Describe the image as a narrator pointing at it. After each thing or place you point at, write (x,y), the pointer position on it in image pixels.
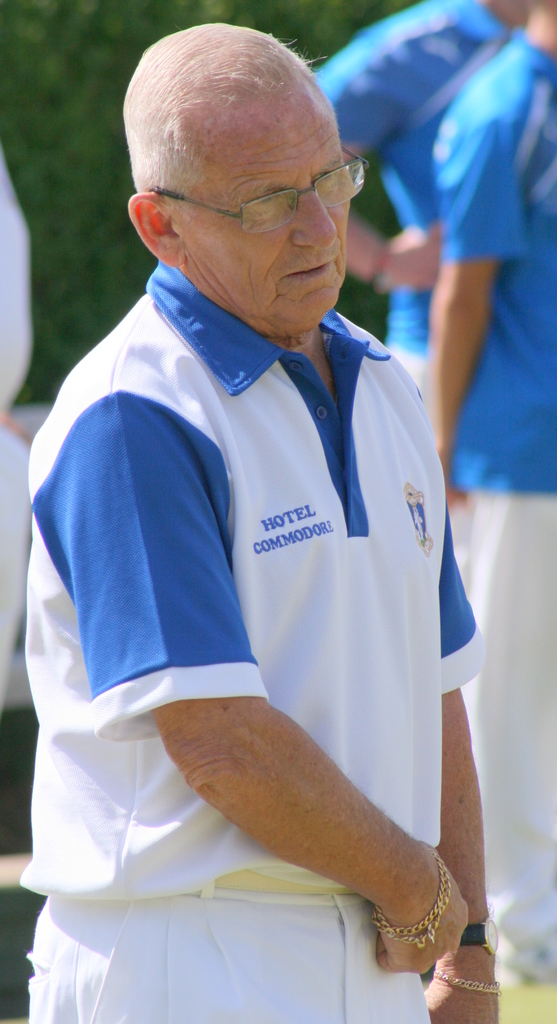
In this picture we can see there is a man (217,478) in the white and blue t shirt (172,677) and behind the man (179,591) there are some people (470,191) standing and trees (28,133).
